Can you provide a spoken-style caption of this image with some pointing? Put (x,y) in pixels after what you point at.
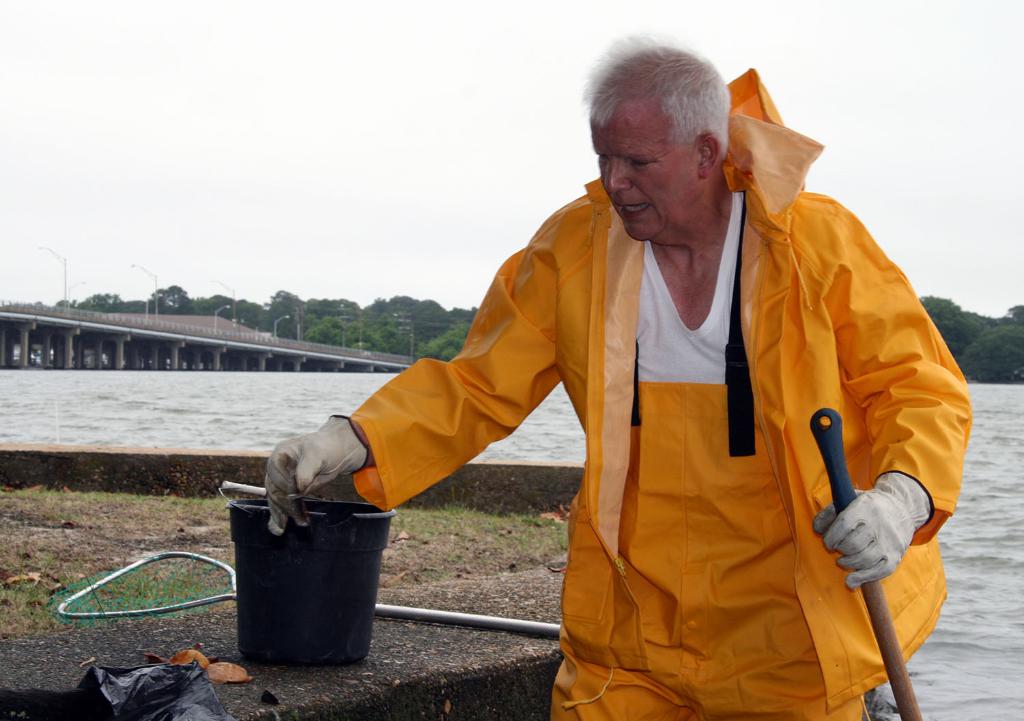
In this image we can see a man (676,510) standing on the ground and holding a tool (885,611) in his hand (827,522) and a bucket (315,580) on the wall (215,671) in the other hand (302,524). In the background (370,348) there are sky (269,257), trees (403,331), street poles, street lights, bridge (223,351) and a river (206,384).
